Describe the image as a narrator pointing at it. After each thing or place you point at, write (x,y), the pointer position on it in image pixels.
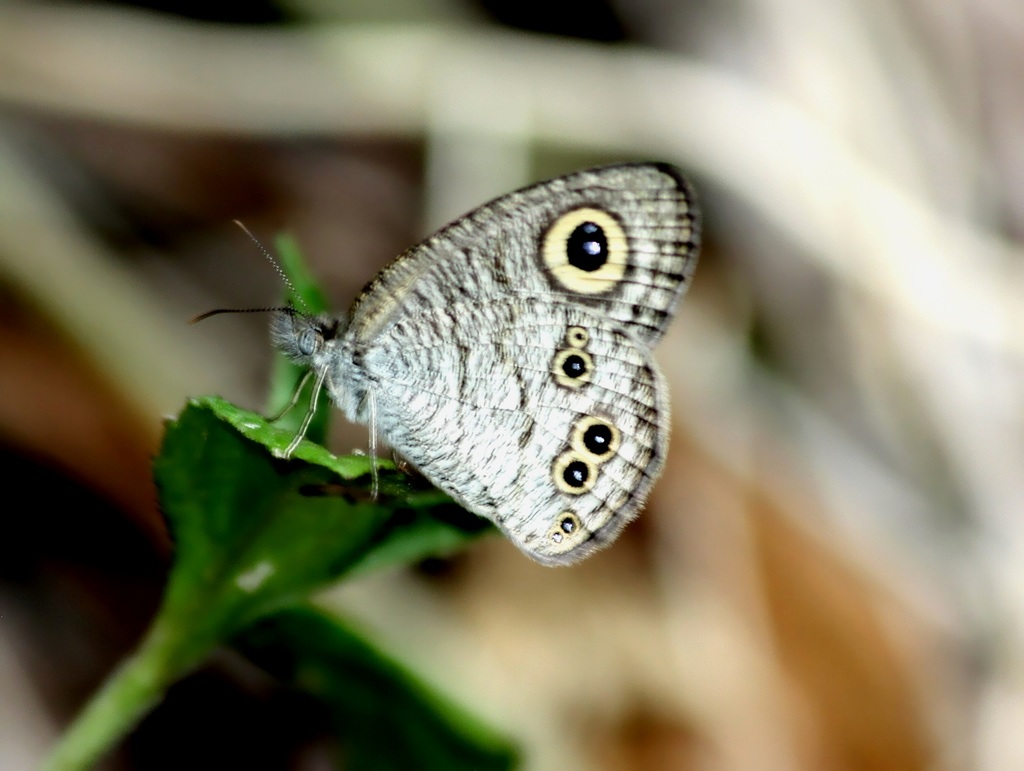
In this image, in the middle (427,342), we can see a butterfly (531,463) which is on the leaf (280,459). In the background (817,287), we can see white color.
